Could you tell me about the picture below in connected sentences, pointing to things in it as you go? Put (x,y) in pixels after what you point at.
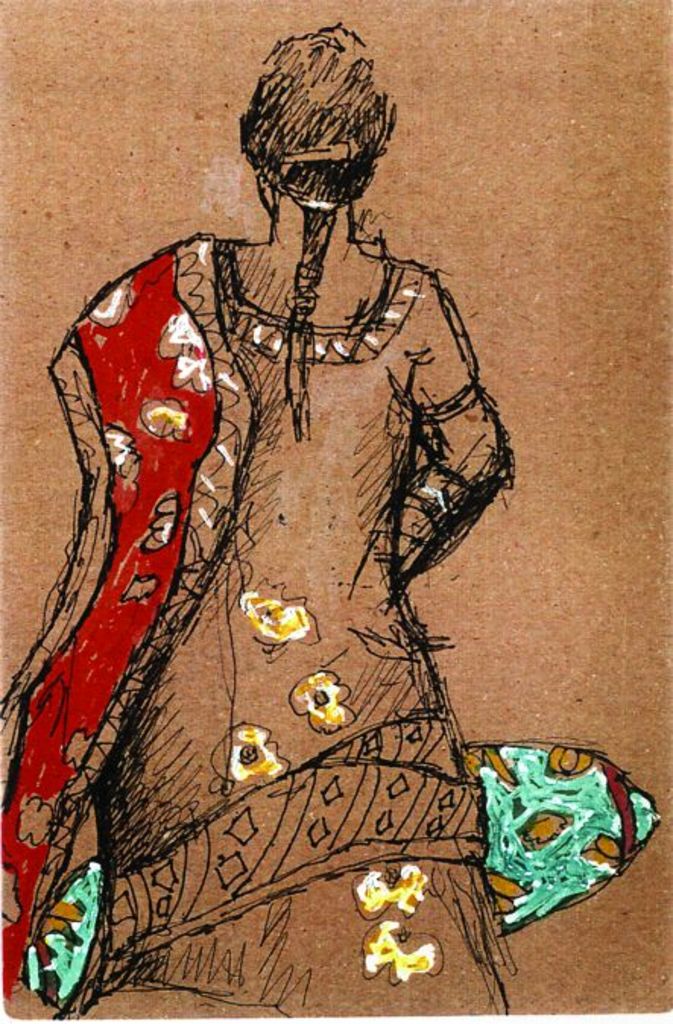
In this image we can see sketch (313,308) of a woman (456,321) on the surface (475,652).
